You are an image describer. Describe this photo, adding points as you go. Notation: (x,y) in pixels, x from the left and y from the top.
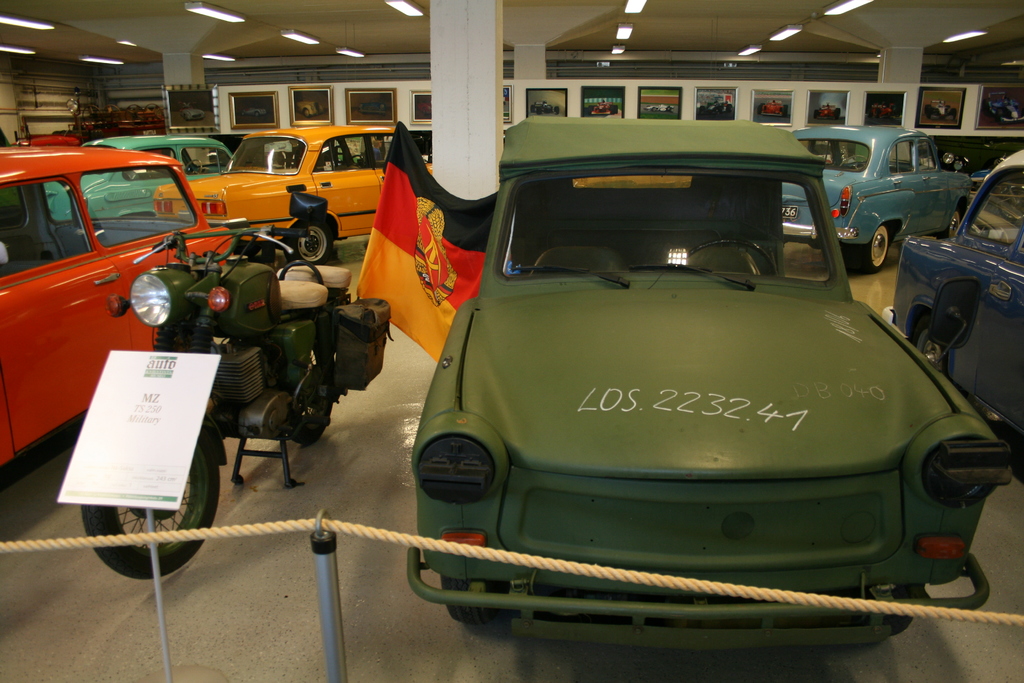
In this picture we can observe some cars (233,178) which are in red, orange, blue and green in colors. We can observe a bike (262,376) parked in between the two cars (65,306). There is a white color pillar (457,165). In the background (295,39) we can observe some lights (299,39) in the ceiling (955,25).
